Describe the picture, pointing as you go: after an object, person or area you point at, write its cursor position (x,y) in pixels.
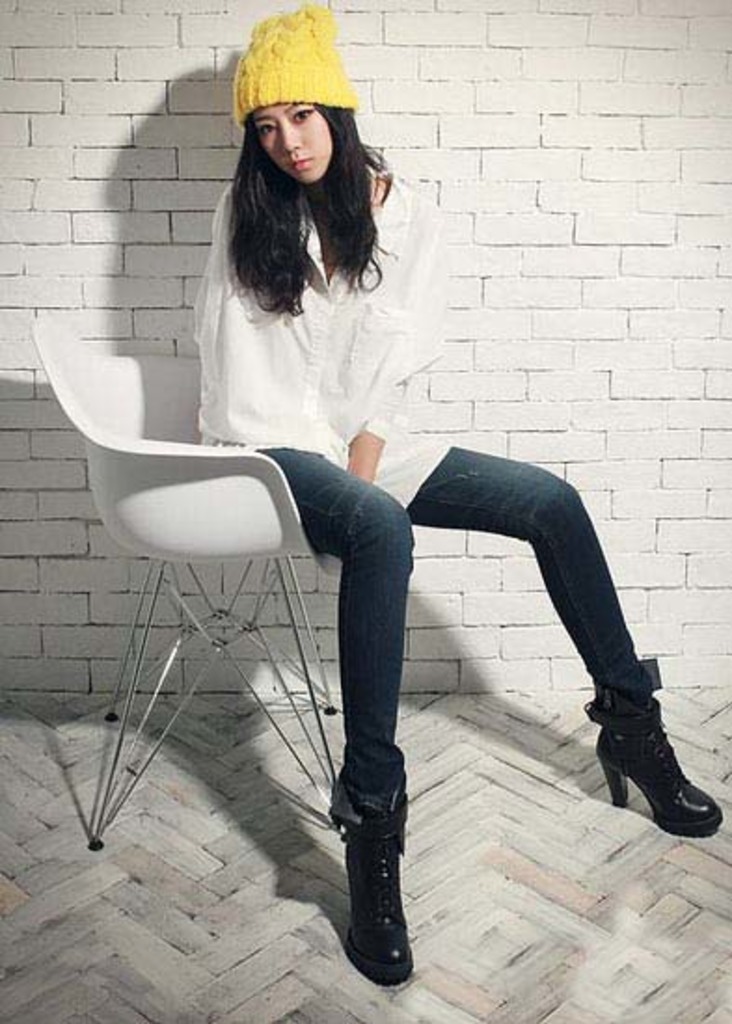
She is sitting on a chair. She is wearing a cap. There is a pattern (466,829) on the floor (515,920). We can see in the background (598,265) white color brick wall (532,306).
